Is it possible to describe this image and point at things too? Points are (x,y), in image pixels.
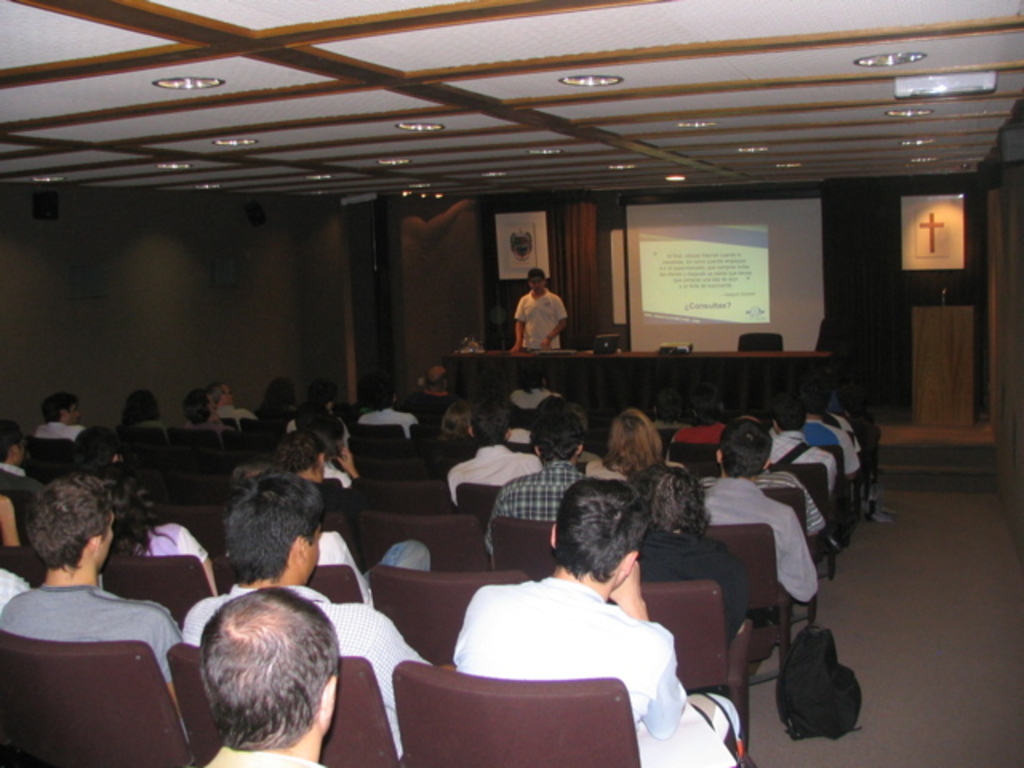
In this image there are many people (292,539) sitting on the chairs (159,506). In front of them there is a table (542,353). There are laptops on the table (650,359). There is a person (546,321) standing near the table (554,367). Behind him there is a curtain (572,282) to the wall (467,248). There is a projector board (739,253) hanging on the wall (608,270). To the right (939,360) there is a podium (970,359). There are lights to the ceiling (415,167).
